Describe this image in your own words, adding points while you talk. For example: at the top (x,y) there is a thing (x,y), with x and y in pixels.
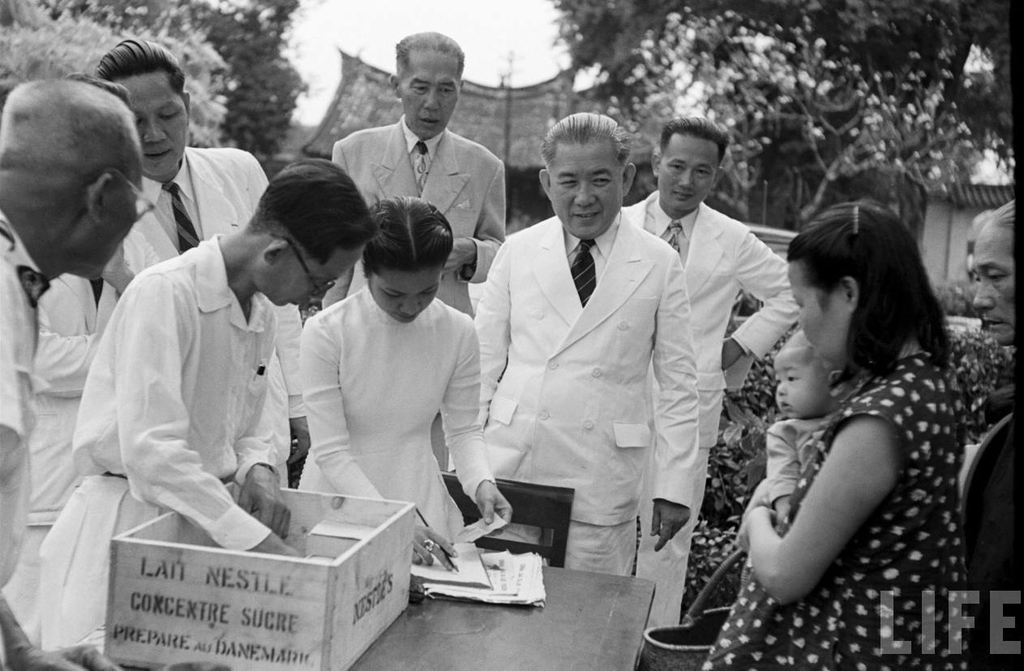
This is a black and white image. In the image there are few people (417,381) standing. At the bottom of the image (575,591) there is a table (470,642) with a wooden box (215,605) with text (248,621) on it. And also there are papers (481,552). In the background (964,200) there are trees (941,163) and also there are few houses (387,124).
